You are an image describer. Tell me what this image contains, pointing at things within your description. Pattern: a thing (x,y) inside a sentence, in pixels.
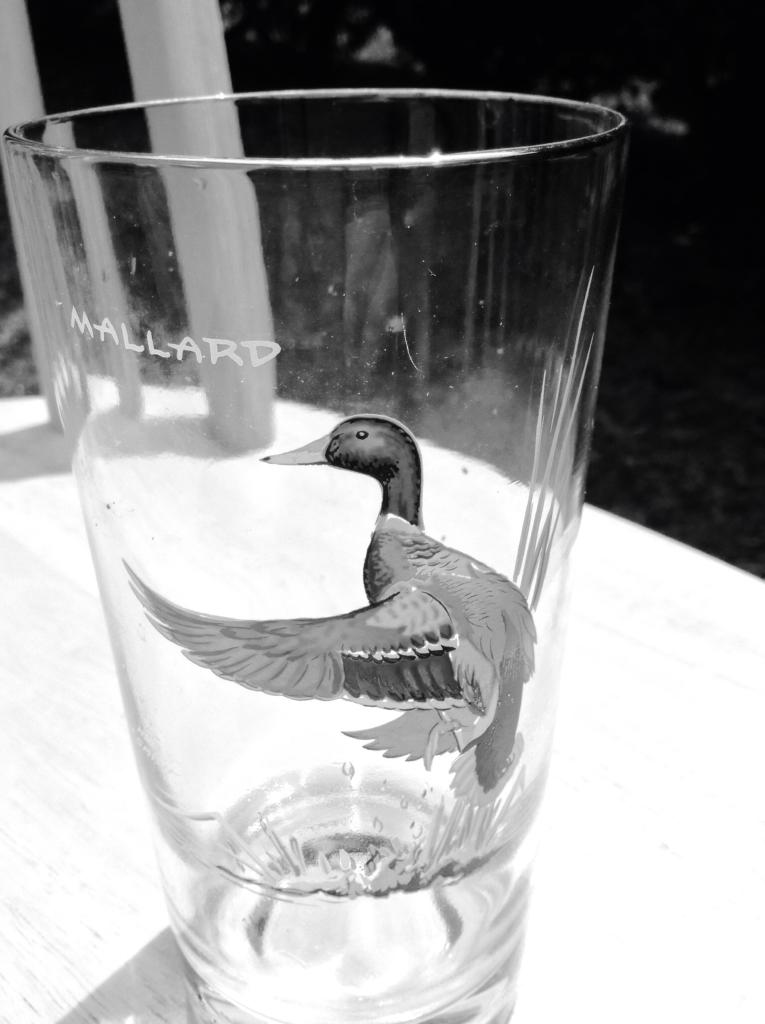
In this picture i can see a glass (394,801) which has a design (432,646) on it. The glass (452,636) is on a table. This picture is black and white in color.
